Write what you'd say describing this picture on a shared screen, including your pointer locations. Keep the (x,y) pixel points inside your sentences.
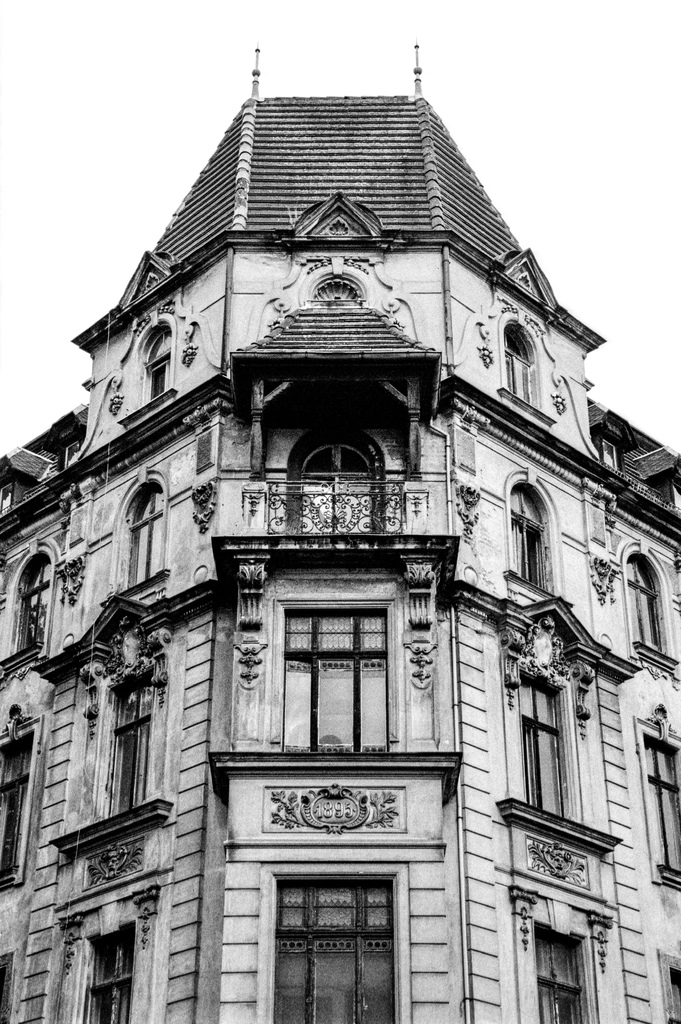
This is a black and white image, in the image there is a building (626,946). The building (47,616) has windows (150,551) and doors (316,462).
